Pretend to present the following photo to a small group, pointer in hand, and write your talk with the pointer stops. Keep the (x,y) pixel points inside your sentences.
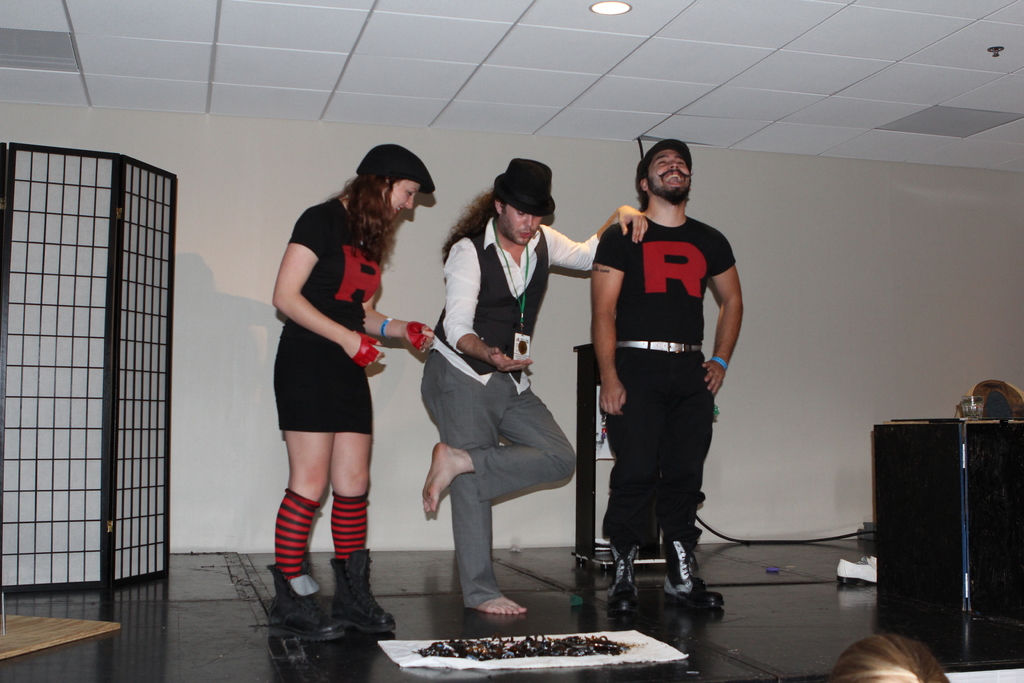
In this image there are two men (498,350) and a woman (288,297) performing on stage (803,606), on the right side (880,454) there is a table (979,584), in the background (155,174) there is a grill (128,513) and wall (39,126), on top (31,20) there is a ceiling (553,23) and a light (611,8).
